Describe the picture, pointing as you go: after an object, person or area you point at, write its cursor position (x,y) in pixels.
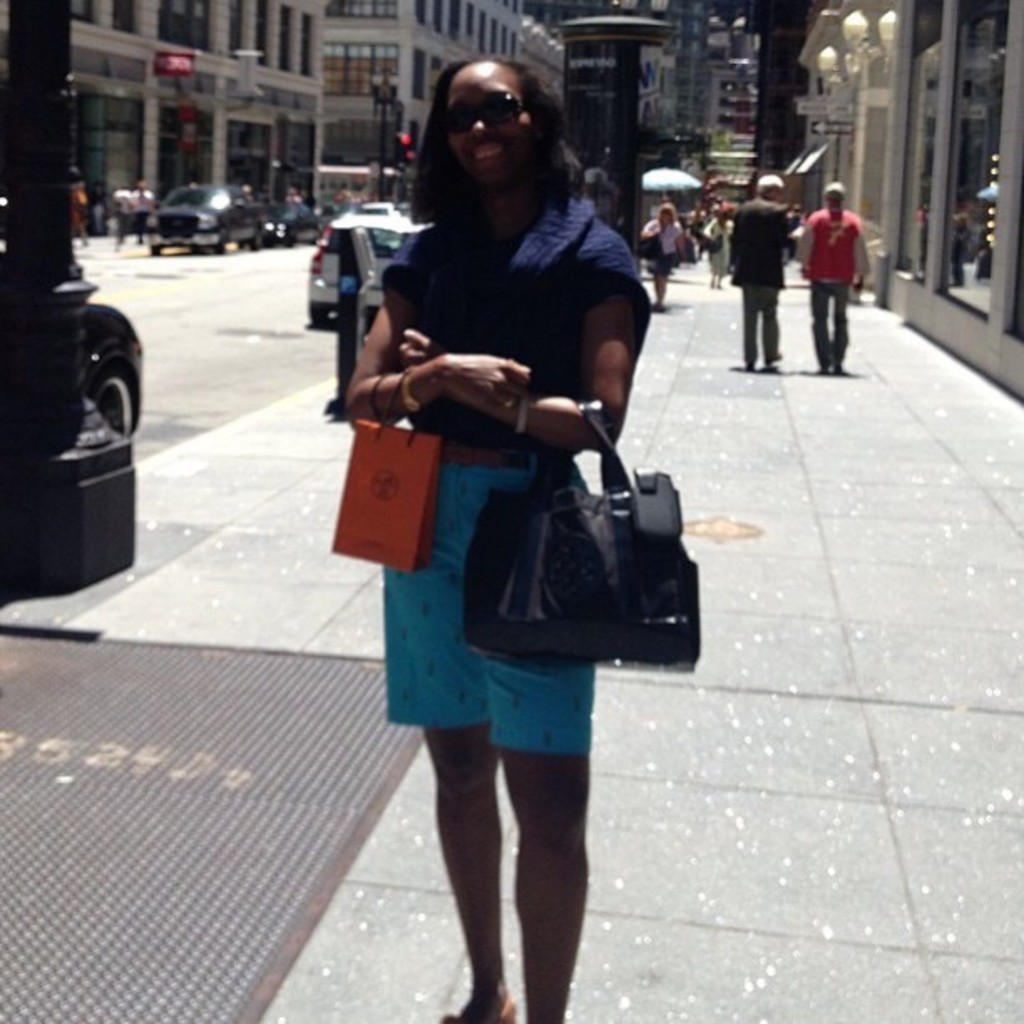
In this image I can see there are group of people (372,389) among them a woman (539,727) standing in front (570,804) is holding a bag (583,590) and smiling. I can also see there are few vehicles (204,207) on the road (197,279) and buildings (292,83).
